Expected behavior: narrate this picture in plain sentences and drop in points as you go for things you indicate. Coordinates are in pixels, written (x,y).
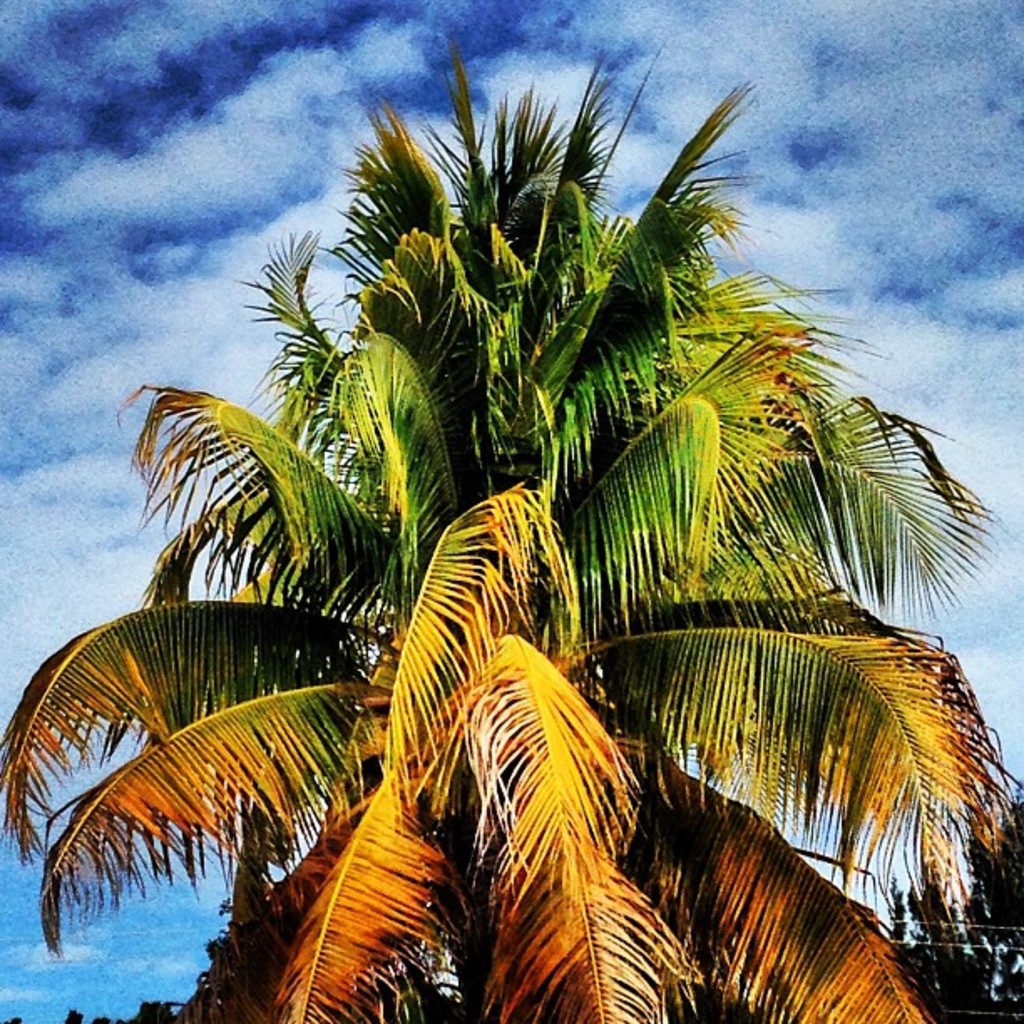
In the picture we can see a coconut tree (535,716) with many leaves (248,753) to it and behind it we can see a sky (1015,310) with clouds (317,212).
